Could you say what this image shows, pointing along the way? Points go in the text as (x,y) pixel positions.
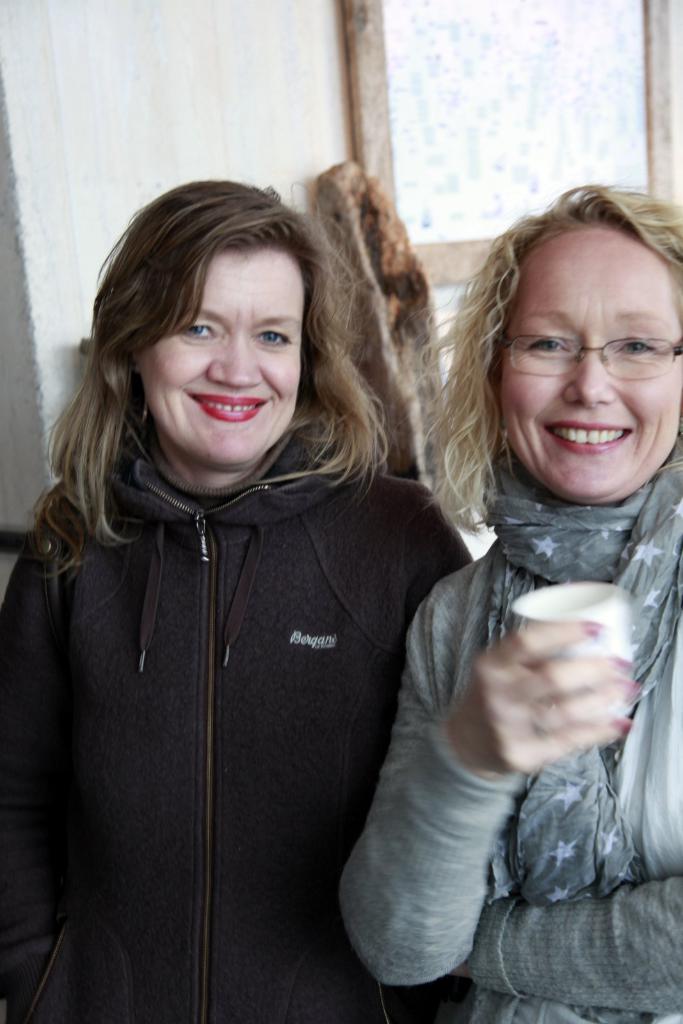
In this image, we can see two women (328,713) standing and smiling. We can see a woman (617,664) holding an object (586,646). In the background (58,1), there is a wall (204,60), wooden object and few things (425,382).
